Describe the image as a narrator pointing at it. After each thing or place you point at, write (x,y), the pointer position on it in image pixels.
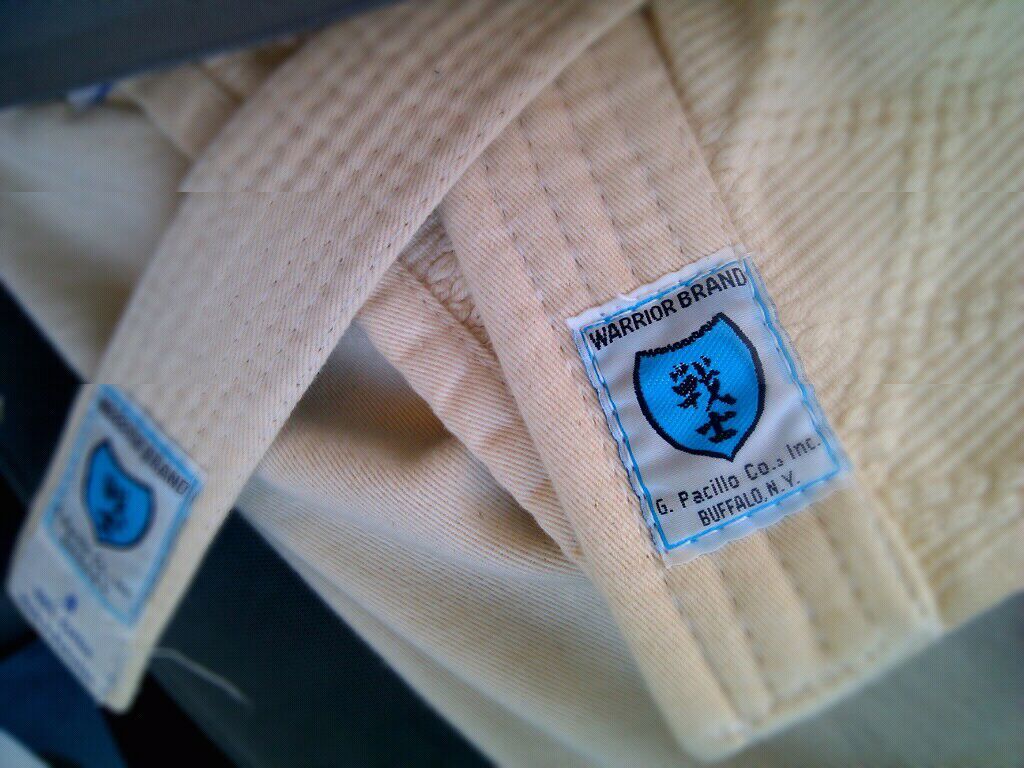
In this image we can see a belt (525,163).
